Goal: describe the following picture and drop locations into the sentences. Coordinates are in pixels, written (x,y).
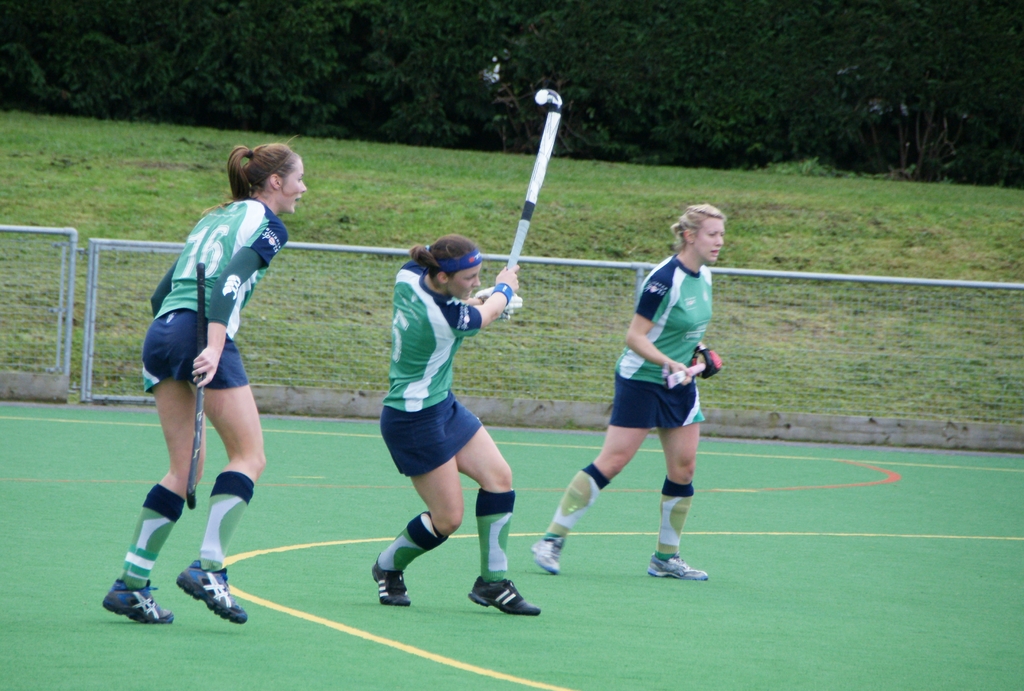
In this image there are people (404,288) playing hockey by holding the hockey sticks (203,399) in their hands (704,352). Behind them there is a metal fence (719,339). In the background of the image (54,125) there is grass (642,206) on the surface (642,206). There are trees (925,19).
